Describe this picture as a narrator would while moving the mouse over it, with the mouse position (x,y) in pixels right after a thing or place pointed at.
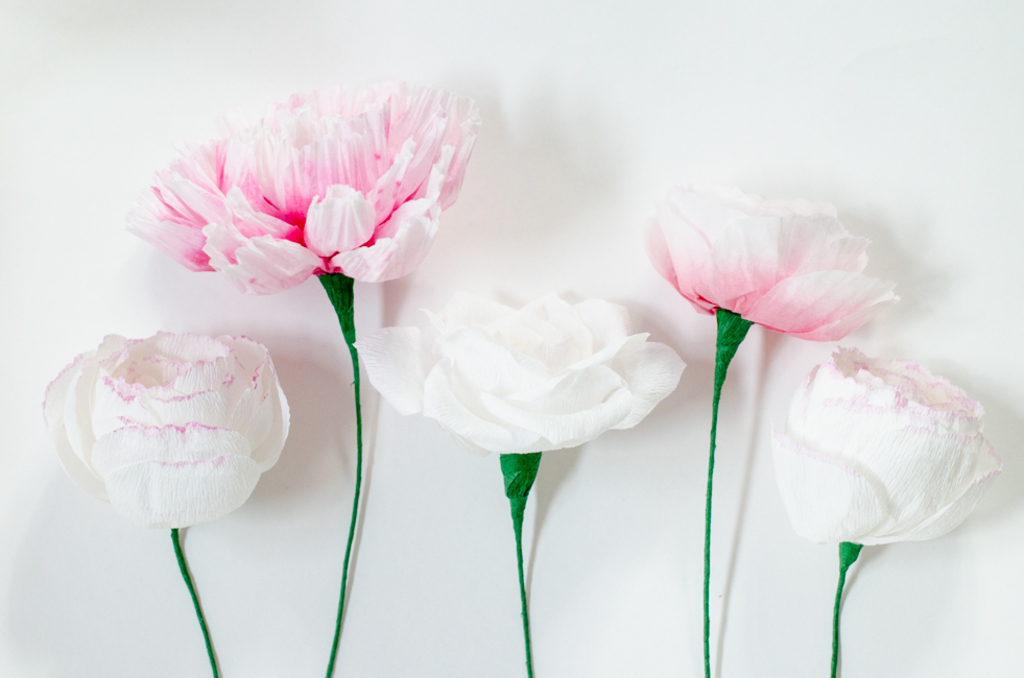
In the picture I can see few flowers (510,360) which are in white and pink color and there is a green color object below it.
